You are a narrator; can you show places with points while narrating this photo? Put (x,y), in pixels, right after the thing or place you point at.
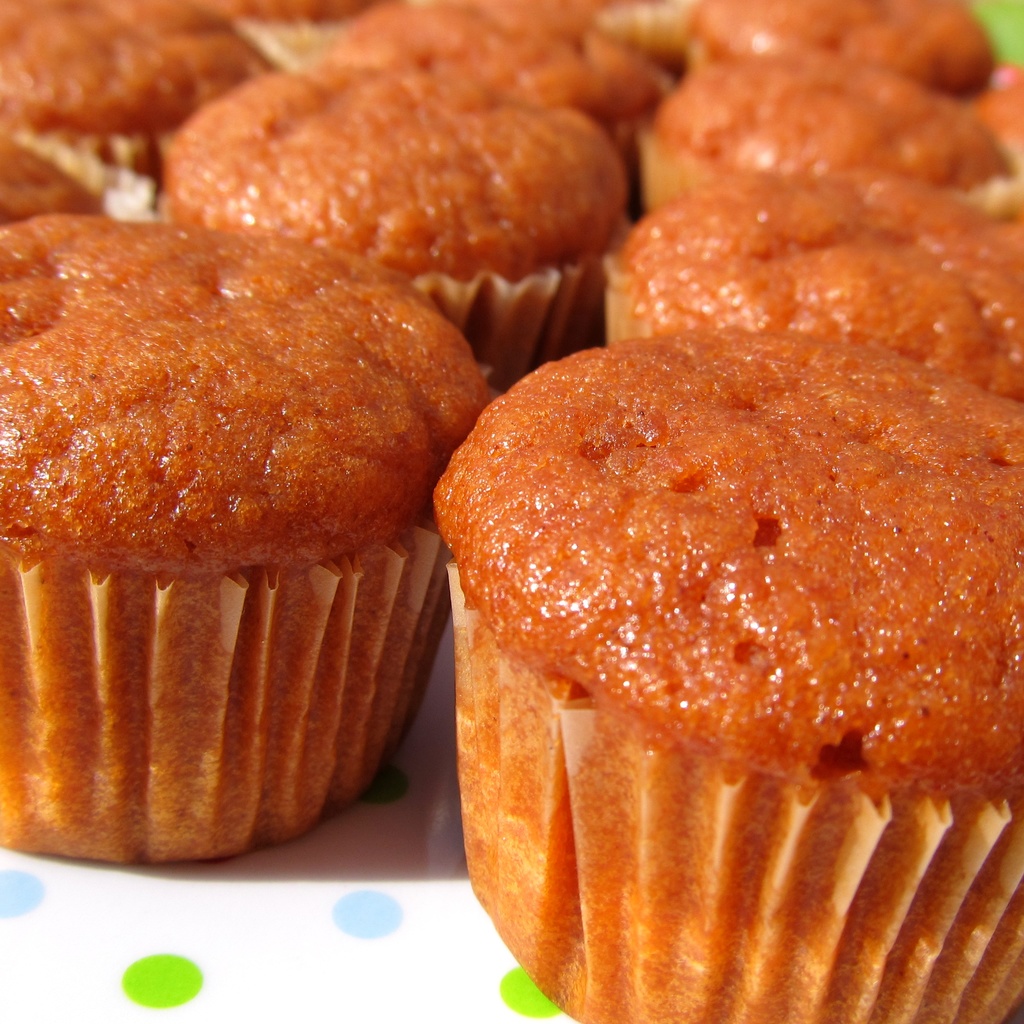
There are many brown cupcakes (355,553) on a white surface (367,875).
